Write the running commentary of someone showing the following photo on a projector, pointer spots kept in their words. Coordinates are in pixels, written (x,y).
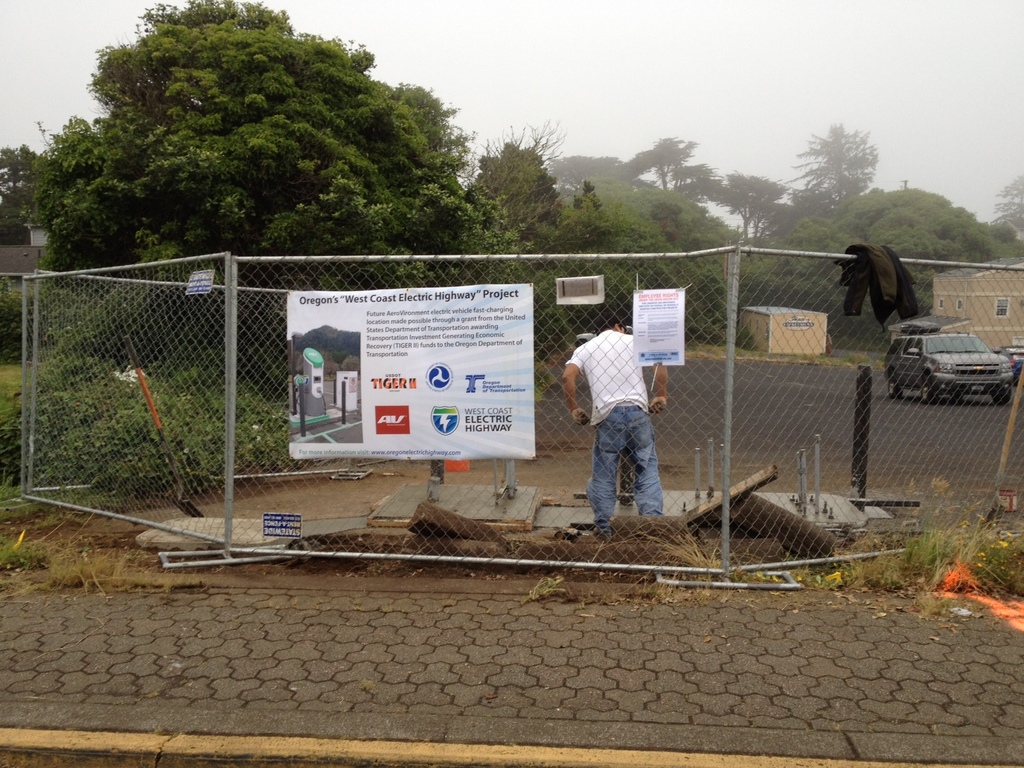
In this image we can see a person (622,433) standing on the ground (582,575) beside a fence (451,477). We can see a banner (532,434) to a fence (560,566). On the backside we can see a car (983,381) on the road (796,429). We can also see a group of trees (373,242), plants (255,378) and the sky (413,79) which looks cloudy.
